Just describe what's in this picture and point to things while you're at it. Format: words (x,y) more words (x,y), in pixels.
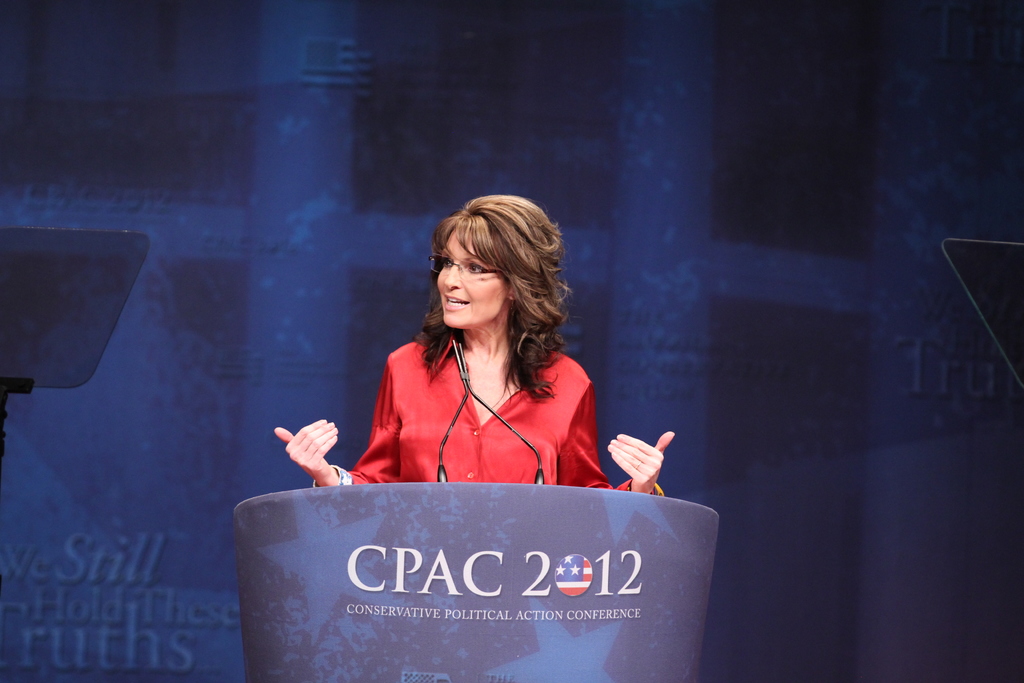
This image consists of a podium (419,549). It has the mike (444,440). There is a woman (411,419) in the middle (387,382) talking, she is a wearing red dress (460,438).
